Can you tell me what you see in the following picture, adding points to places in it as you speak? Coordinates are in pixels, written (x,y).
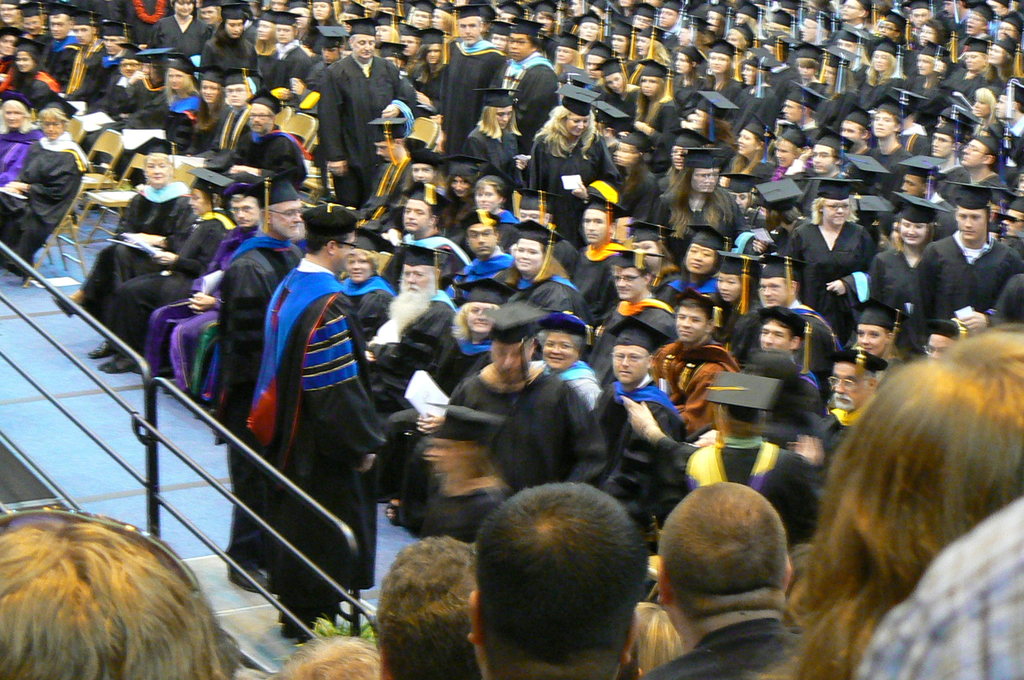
In this picture I can see a number of people (566,236) sitting on the chair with academic uniform (539,238). I can see a few people (486,89) standing with the academic uniform (347,425). I can see the metal grill fence (71,360) on the left side (220,483).
